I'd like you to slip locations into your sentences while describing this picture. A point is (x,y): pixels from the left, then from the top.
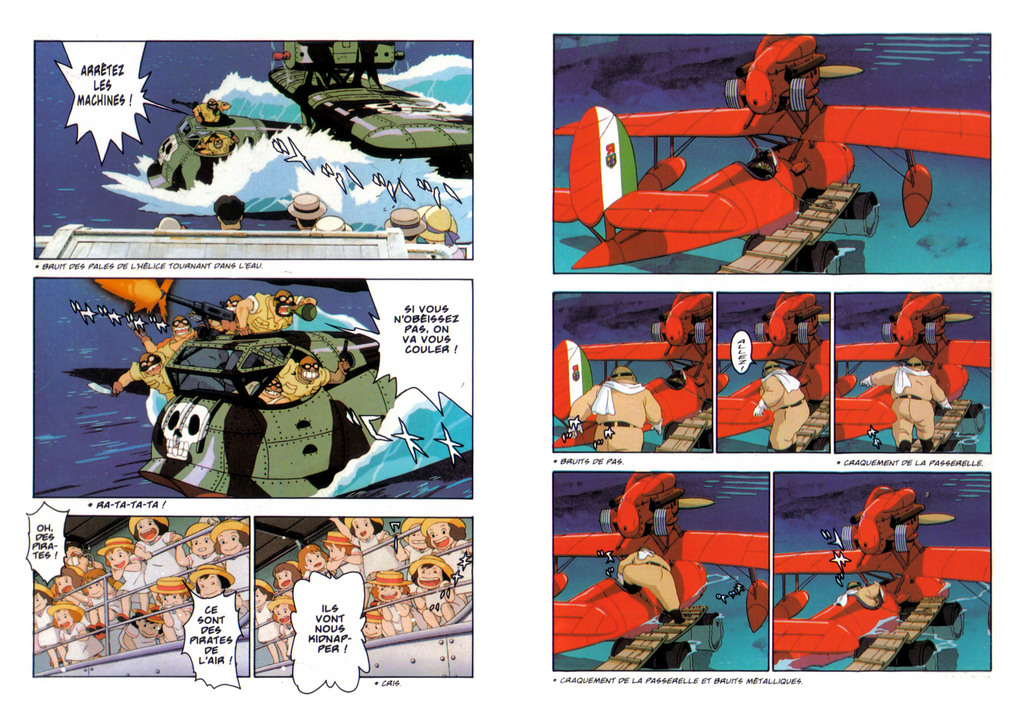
In the picture we can see some cartoon images (683,114) with some information (100,90).
